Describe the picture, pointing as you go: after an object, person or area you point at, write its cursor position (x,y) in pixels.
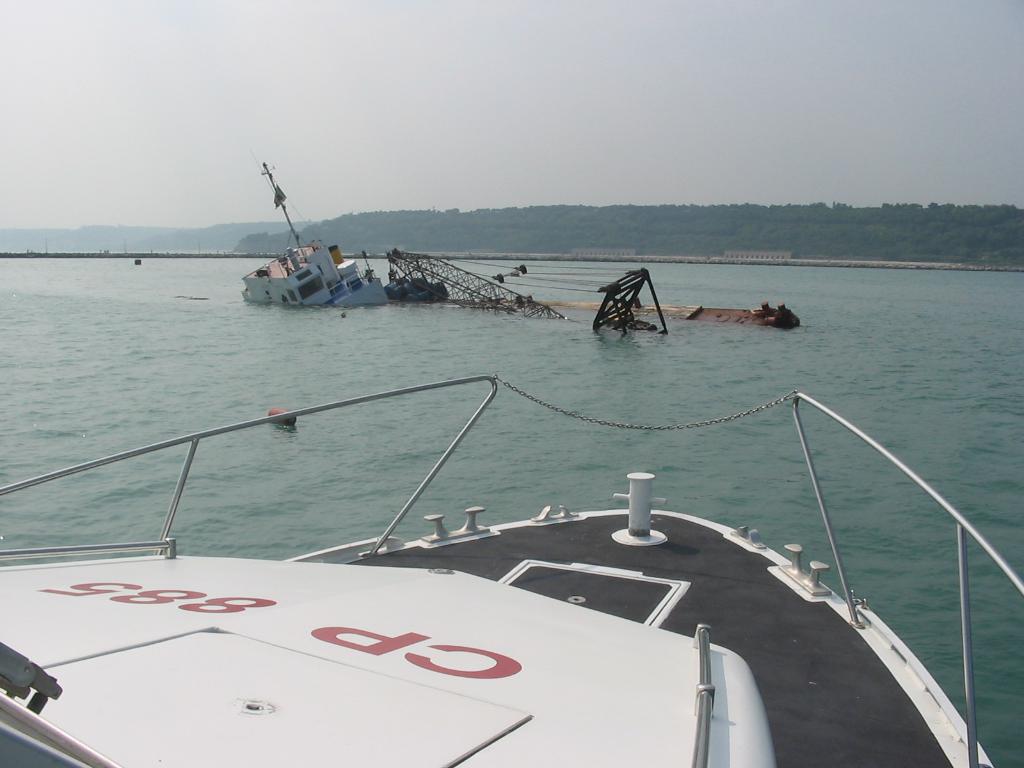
In the foreground of this image (579,709), there is a ship (581,677). In the background (346,289), there is another ship (590,300) going into the water (804,359), trees (697,229) on the cliffs (437,223) and sky (400,96) on the top (354,96).
